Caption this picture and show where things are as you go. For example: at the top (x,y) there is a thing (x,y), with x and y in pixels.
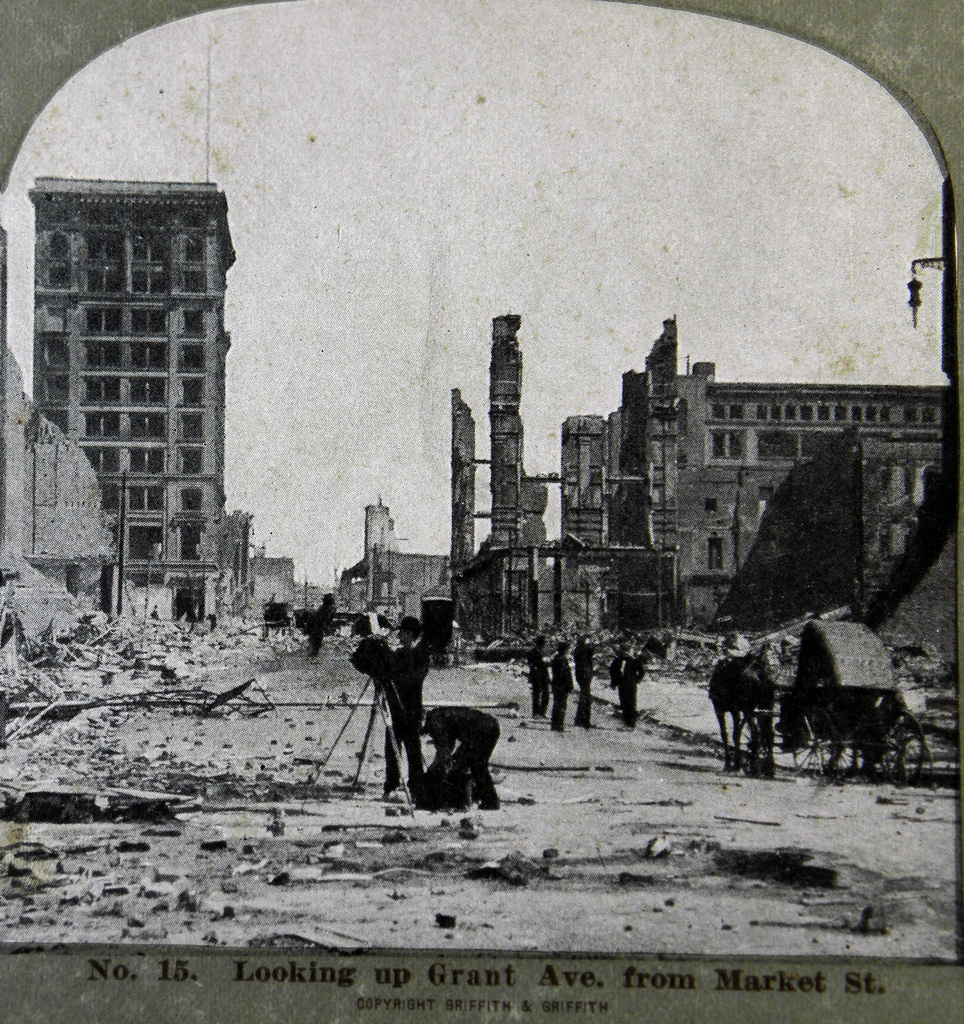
In the image we can see a poster (274,674). In the poster (531,757) we can see there are many people (403,702) standing and wearing clothes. We can even see a cart (863,698) and wheels (815,743). There are even buildings (617,454), footpath (597,834) and the sky (549,181).
